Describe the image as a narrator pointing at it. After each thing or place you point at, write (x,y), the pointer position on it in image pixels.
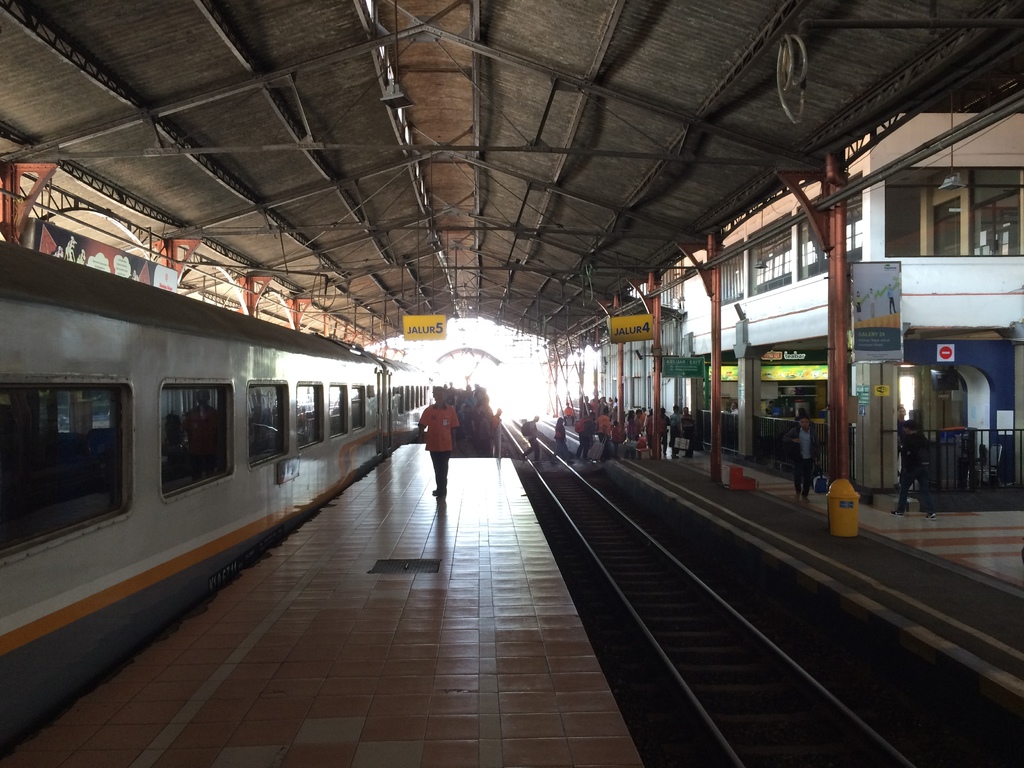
On the left side (159,494), there is a train (220,333) on the railway track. Beside this train (243,545), there is a platform (313,565) on which, there is a person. Beside this platform (477,535), there is a railway track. In the background (789,371), there are persons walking and there is a building (939,224) which is having glass windows (937,226).
